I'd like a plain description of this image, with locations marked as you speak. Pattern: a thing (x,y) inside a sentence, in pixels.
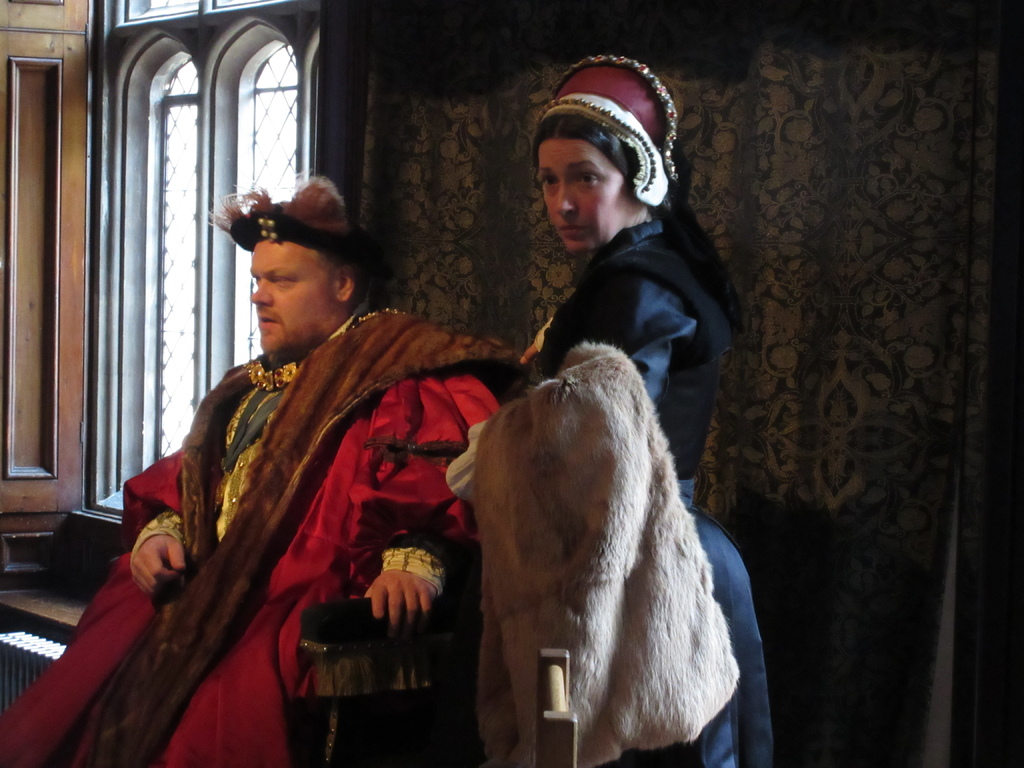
In this image we can see a lady (507,434) and a man (279,380), there is a window (131,124), and the wall (911,265), also the lady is carrying a cloth (614,583).
